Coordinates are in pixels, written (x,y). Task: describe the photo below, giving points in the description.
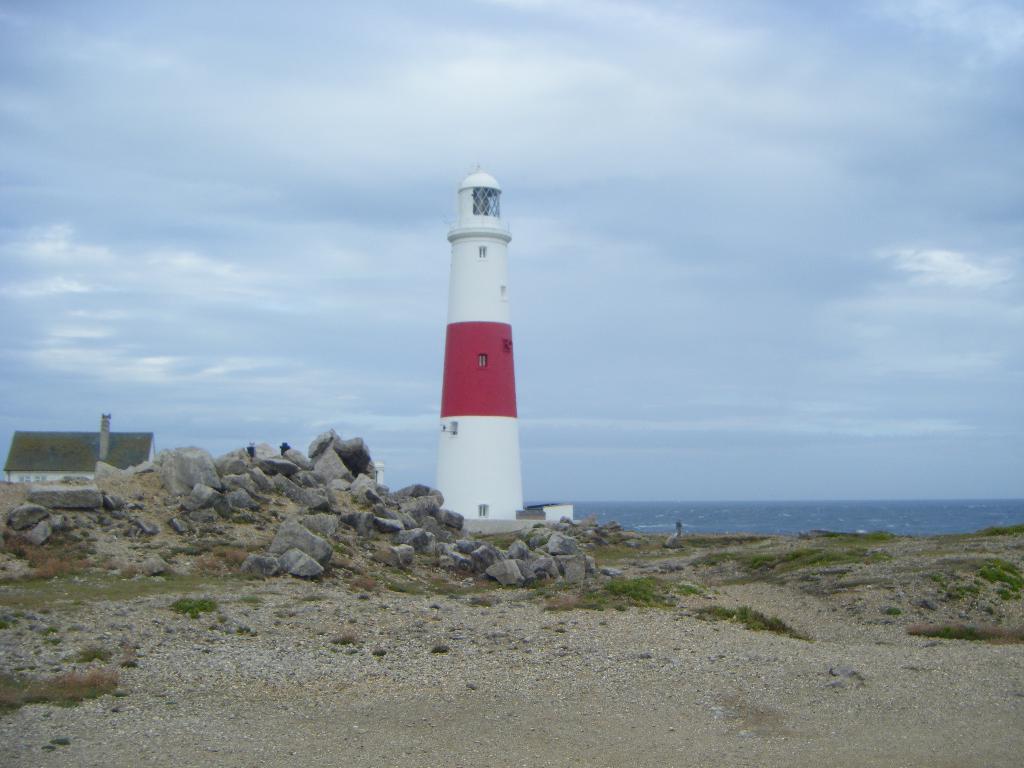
In this image I see the green grass (44,581) and number of rocks (187,499) over here and I see the lighthouse (470,267) over here. In the background (430,174) I see the water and the sky (529,192) and I see a house (88,457) over here.
